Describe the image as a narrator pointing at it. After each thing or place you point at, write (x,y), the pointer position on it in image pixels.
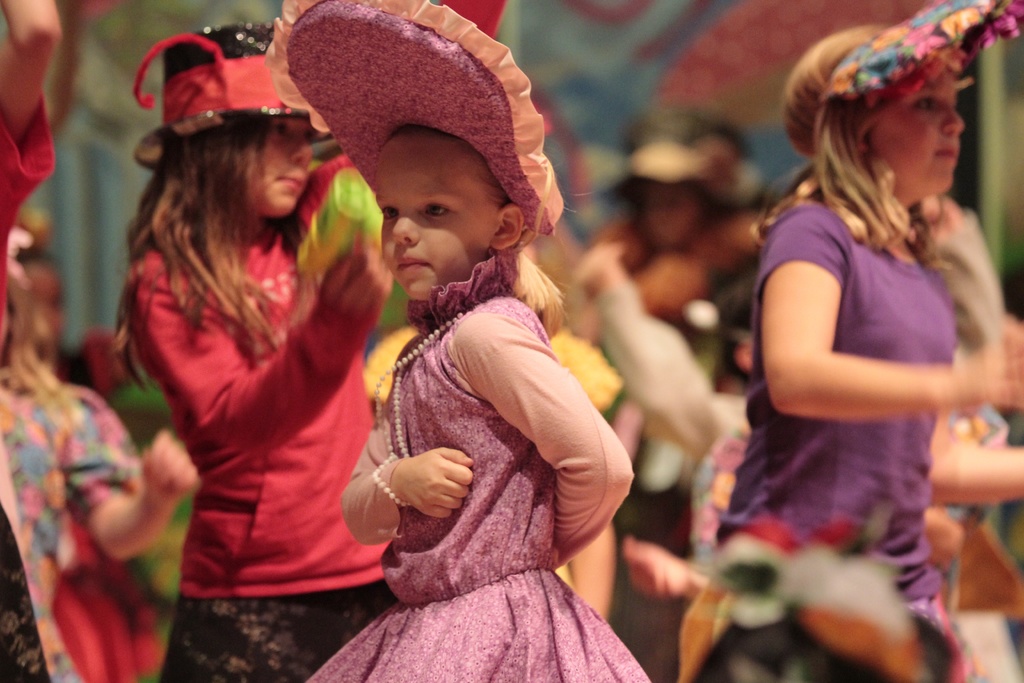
This picture seems to be clicked inside. In the center (648,384) we can see the group of children (645,354) holding some objects (344,233) and seems to be standing. The background of the image (740,56) is blurry and there are some objects (996,60) in the background (987,73).
